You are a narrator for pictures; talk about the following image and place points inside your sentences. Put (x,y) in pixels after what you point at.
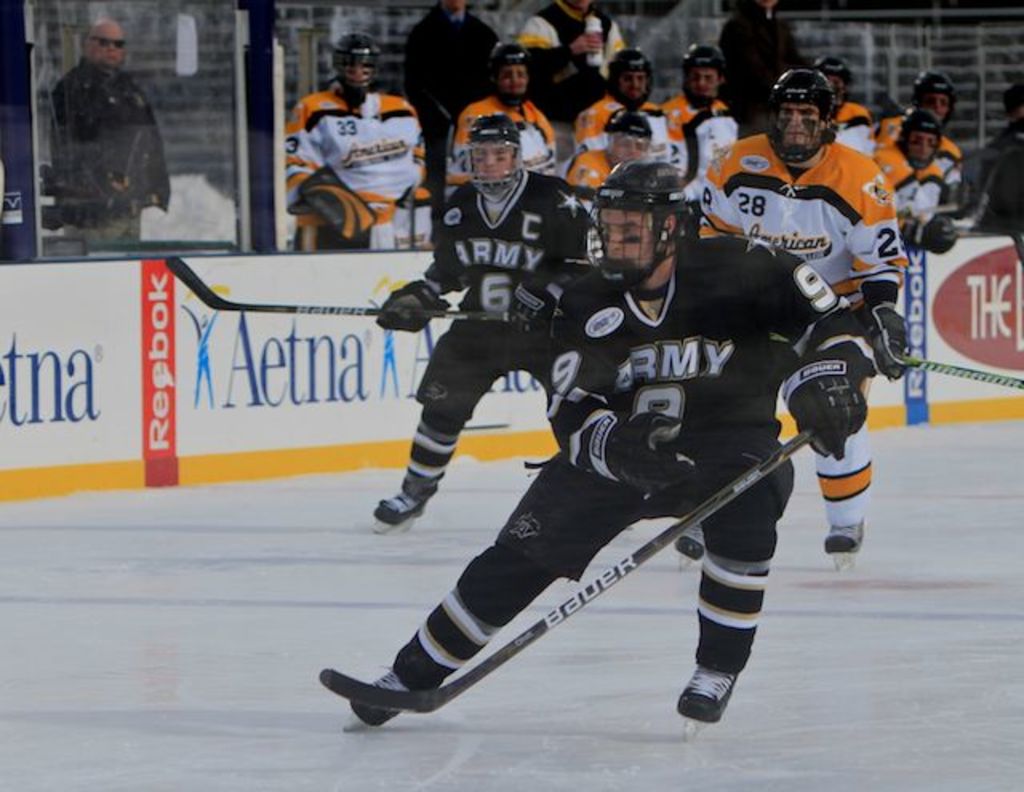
This picture looks like a stadium (827,675), in this image we can see a few people (500,349), among them some people (573,490) are playing ice hockey on the ground (24,549) and some people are standing, also we can see some boards (414,279) with text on it.
